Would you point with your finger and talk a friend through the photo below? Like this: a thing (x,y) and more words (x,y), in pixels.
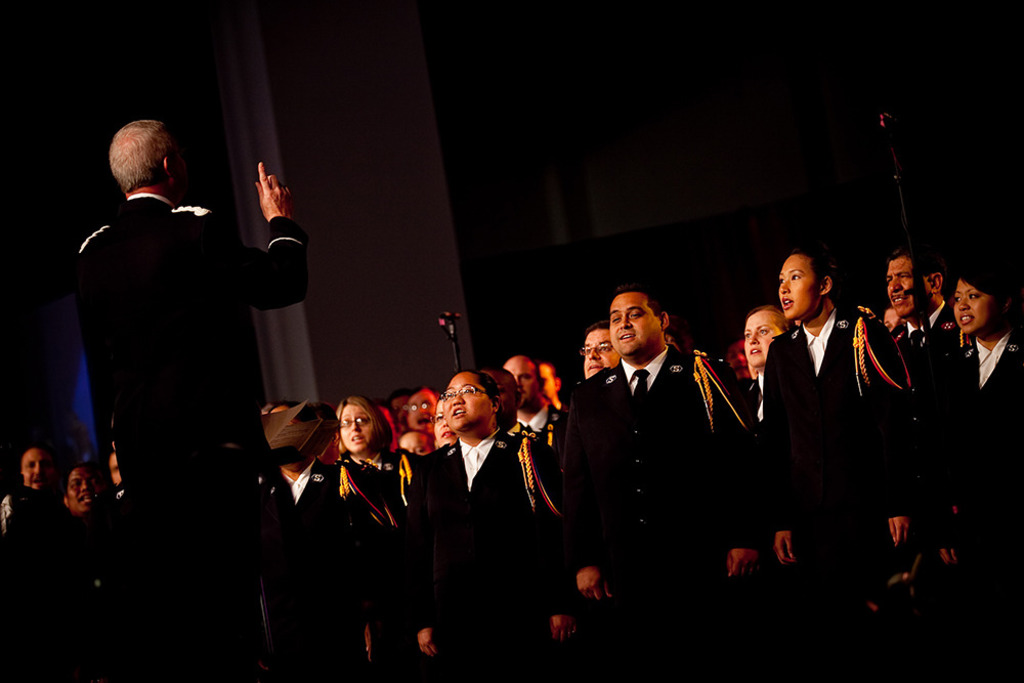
In this image we can see many people (499,396), in front of them, we can see a person (174,217) standing on the stage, we can see a book (295,437) and also we can see the stands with some microphones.
